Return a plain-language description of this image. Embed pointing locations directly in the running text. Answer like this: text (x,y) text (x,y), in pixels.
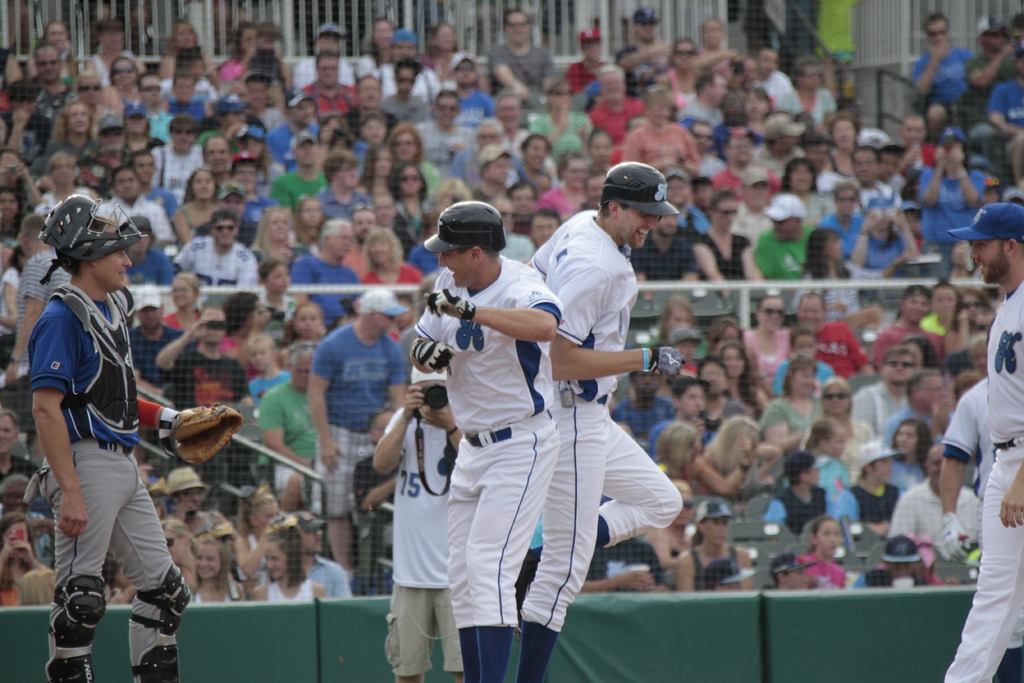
In this image baseball players (568,466) are enjoying in the ground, a photographer (431,443) is taking picture of the players (533,367), in the background (759,239) audience (720,220) are sitting on chair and watching the players (644,487), in between the players (483,503) and audience (358,254) there is a fencing (219,573).
